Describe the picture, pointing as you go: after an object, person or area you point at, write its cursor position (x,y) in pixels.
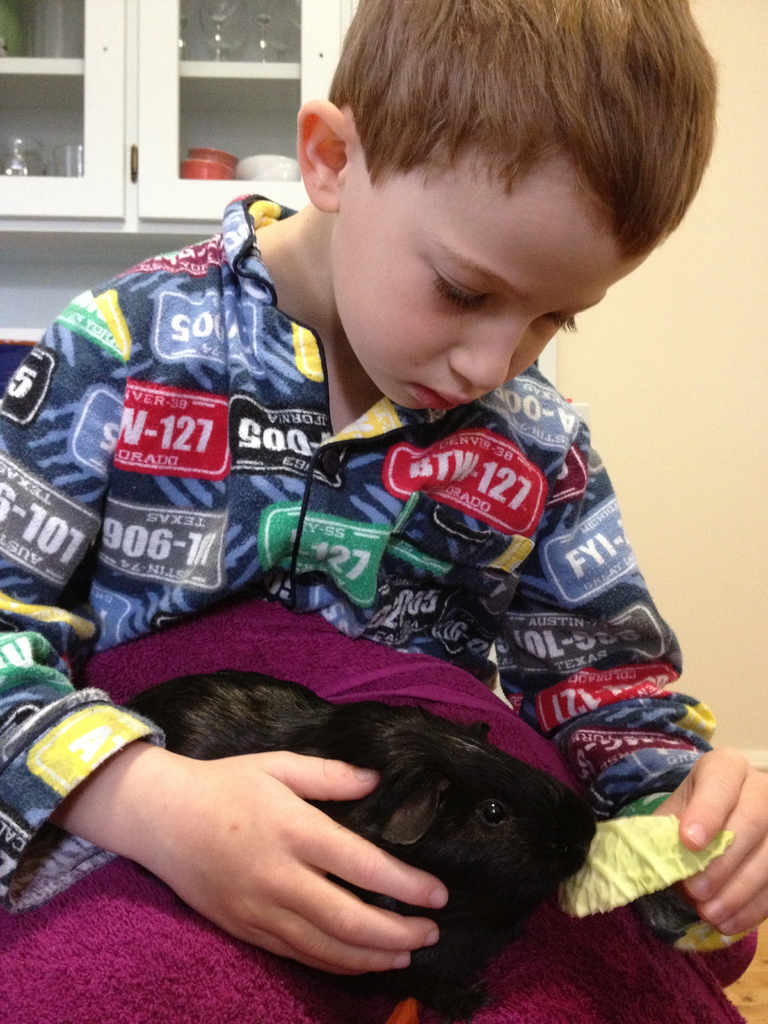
In this picture there is a small boy (90,839) in the center of the image (494,615) and there is a guinea pig (513,759) at the bottom side of the image (175,684), the boy (208,830) is feeding it and there are cupboards (3,229) at the top side of the image (92,183).
